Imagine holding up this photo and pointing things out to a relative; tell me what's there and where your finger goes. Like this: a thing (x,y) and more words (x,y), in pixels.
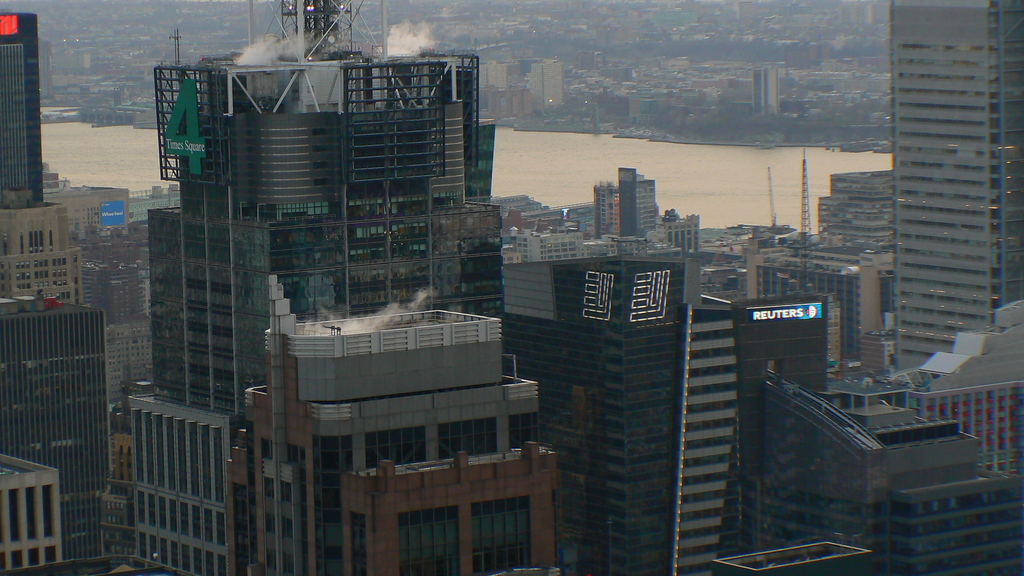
In this picture I can observe buildings (557,356). There is a river (517,165) flowing behind these buildings (485,165). I can observe some smoke (417,46) on the top of the picture (304,38).
